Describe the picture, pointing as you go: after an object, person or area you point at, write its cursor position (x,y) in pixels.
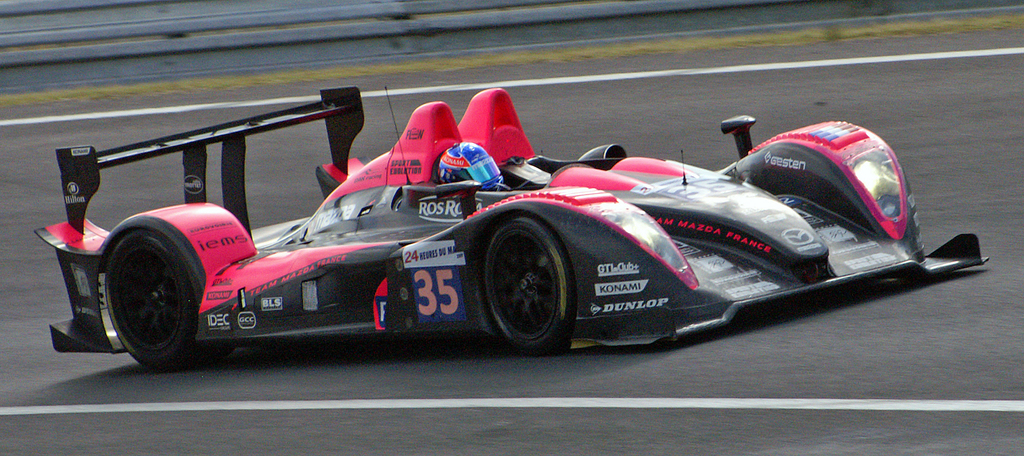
In this image we can see a person (451,167) driving a car (469,230) on the road (634,69). There is a road safety barrier (307,11) at the top of the image (183,42). There are few road safety markings (584,77) on the road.
